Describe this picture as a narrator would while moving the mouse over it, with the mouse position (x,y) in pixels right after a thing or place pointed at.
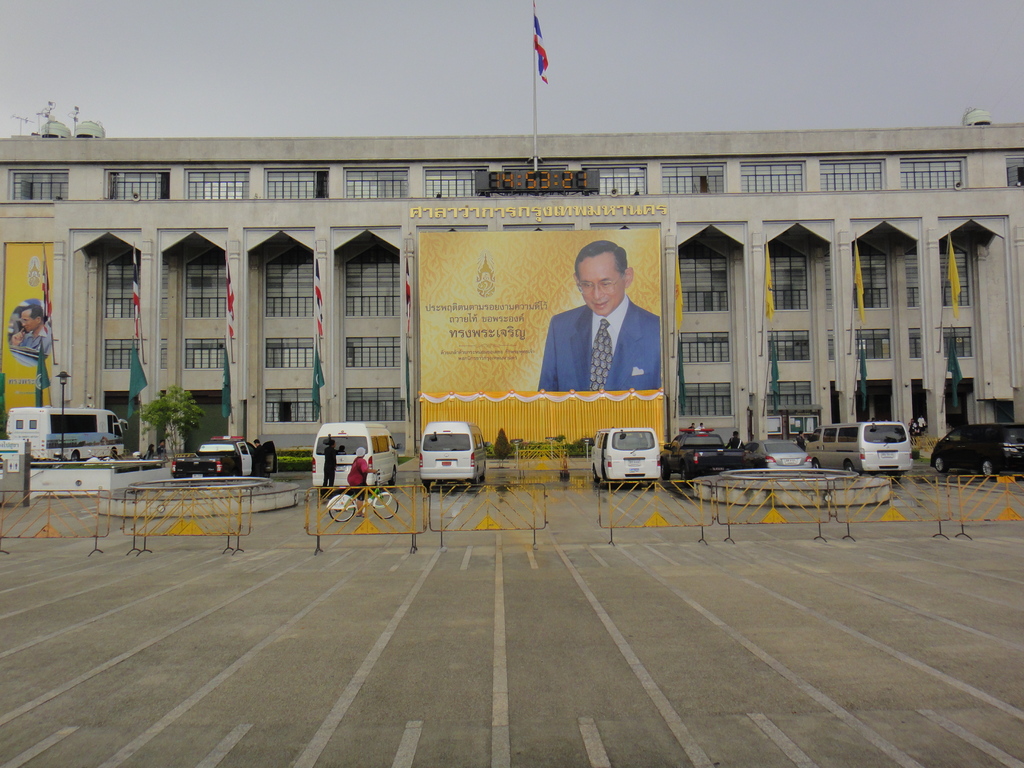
In this image there is a big building (94,203) with flag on the pole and banner (509,327) on it, in front of the building (415,335) there are so many vehicles (979,461), fence (319,533) and person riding bicycle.
